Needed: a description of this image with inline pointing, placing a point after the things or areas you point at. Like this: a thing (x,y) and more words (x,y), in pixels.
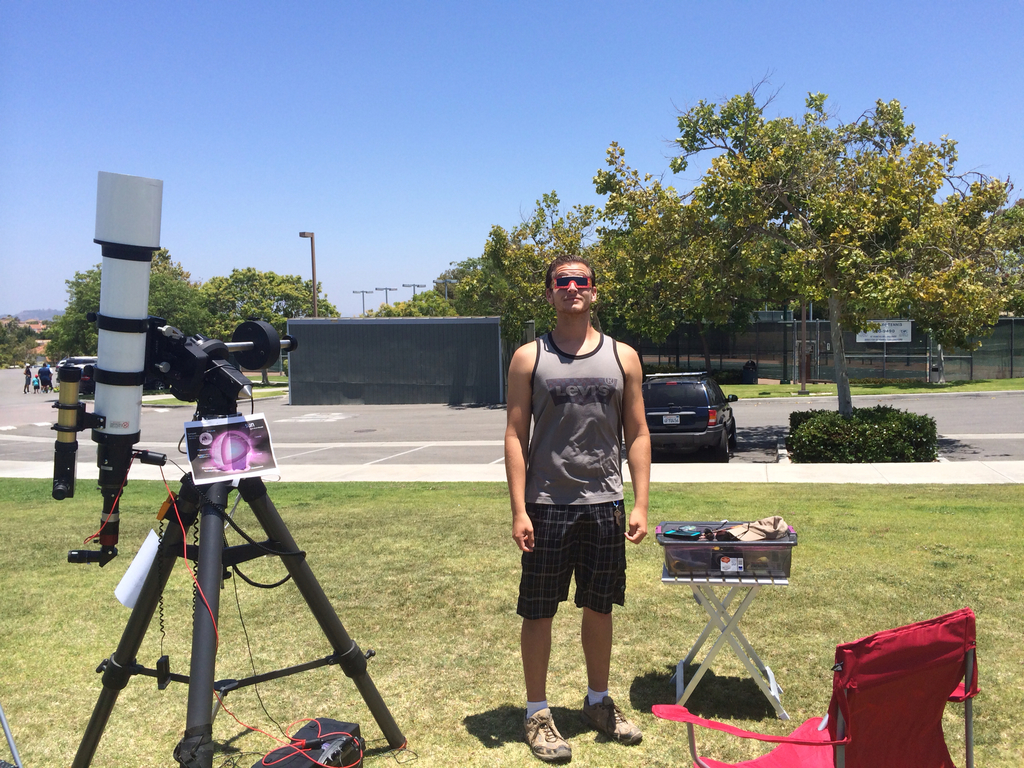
In this picture we can see a person (555,455) standing on the grass (650,677). There is a chair (834,714). We can see a few things (745,525) in the basket (681,573). We can see a telescope (62,386) and tripod (343,668) on the ground (322,647). We can see a few people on the path (51,404). There is a car (672,437), trees (840,334), poles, a white board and buildings (20,323) in the background (436,377). Sky (374,106) is blue in color.
